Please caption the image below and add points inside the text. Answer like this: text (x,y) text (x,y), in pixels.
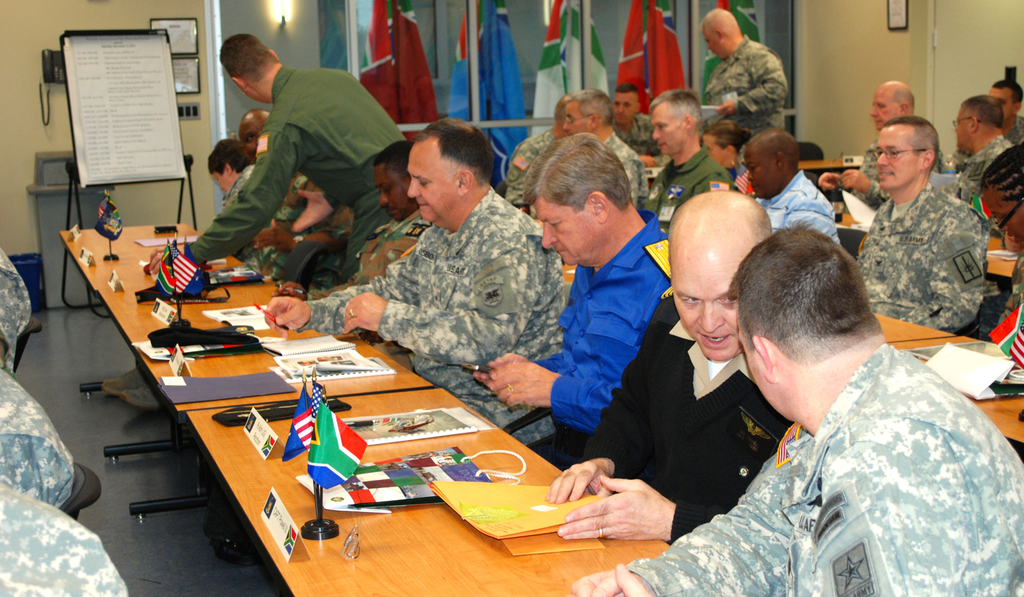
In this image we can see a group of people (755,381) sitting beside the tables (395,556) containing the flags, papers (482,528) and some objects (531,539) on them. We can also see some people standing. In that a man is holding an object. We can also see a trash bin (47,236), a board (89,40) with some text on it, a lamp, windows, the flags (418,69), a telephone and some photo frames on a wall (62,121).
